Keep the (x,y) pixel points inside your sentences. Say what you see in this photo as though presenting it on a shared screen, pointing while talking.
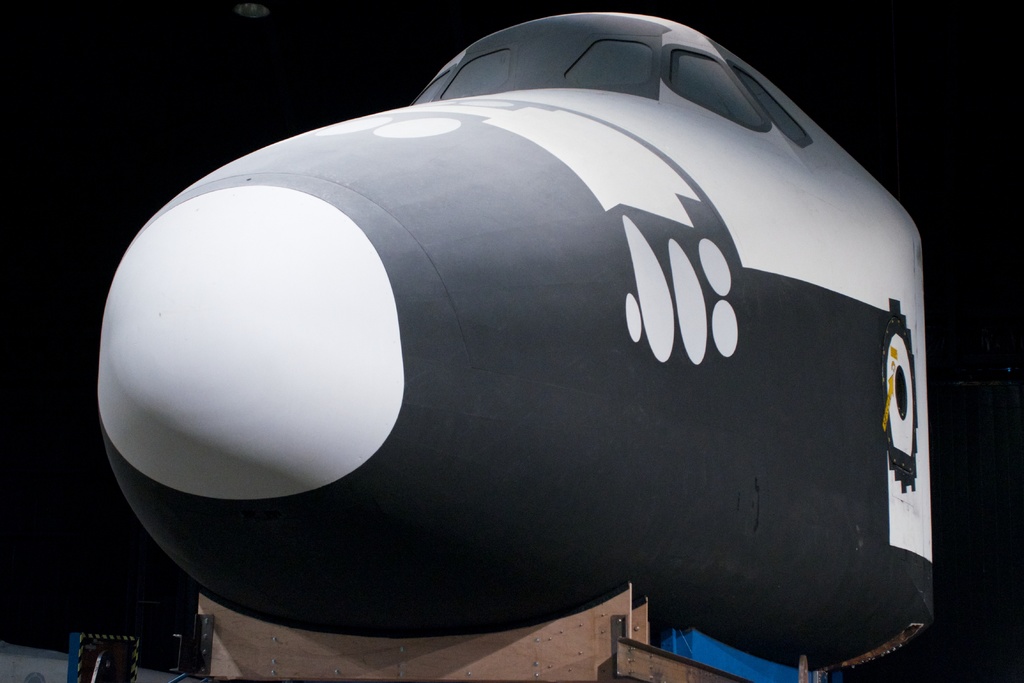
In this image we can see a sculpture (790,335). At the bottom (568,653) there are wooden blocks (374,655).
